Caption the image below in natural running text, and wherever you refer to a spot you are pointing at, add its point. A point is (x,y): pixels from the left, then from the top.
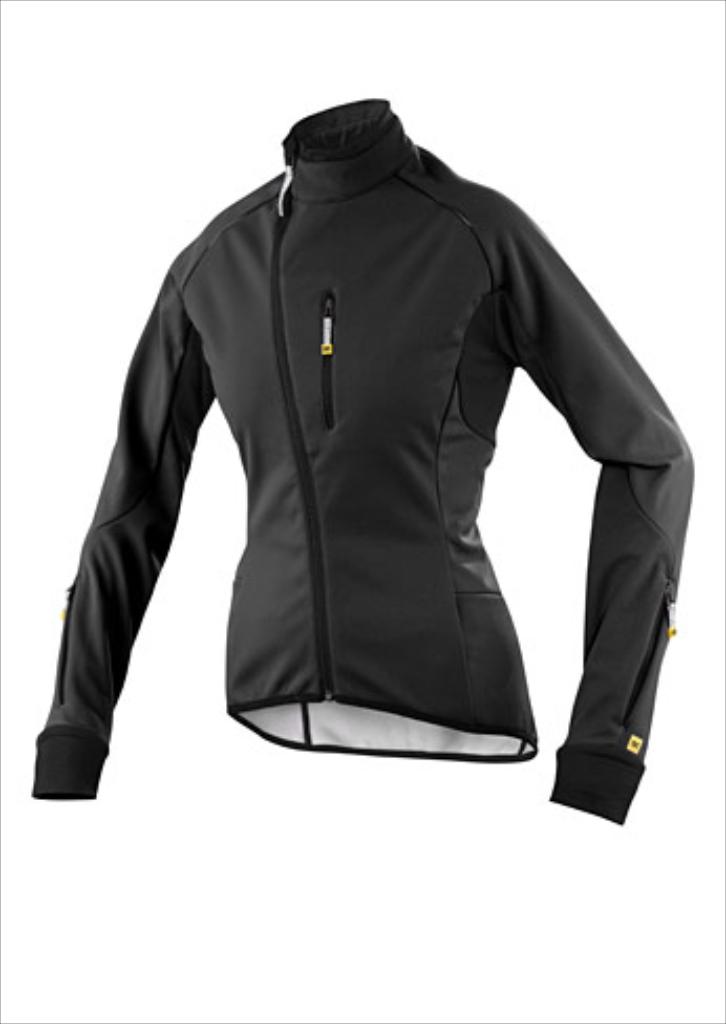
In the foreground of this image (363,584), there is a black jacket (446,656) with white background (590,163).
